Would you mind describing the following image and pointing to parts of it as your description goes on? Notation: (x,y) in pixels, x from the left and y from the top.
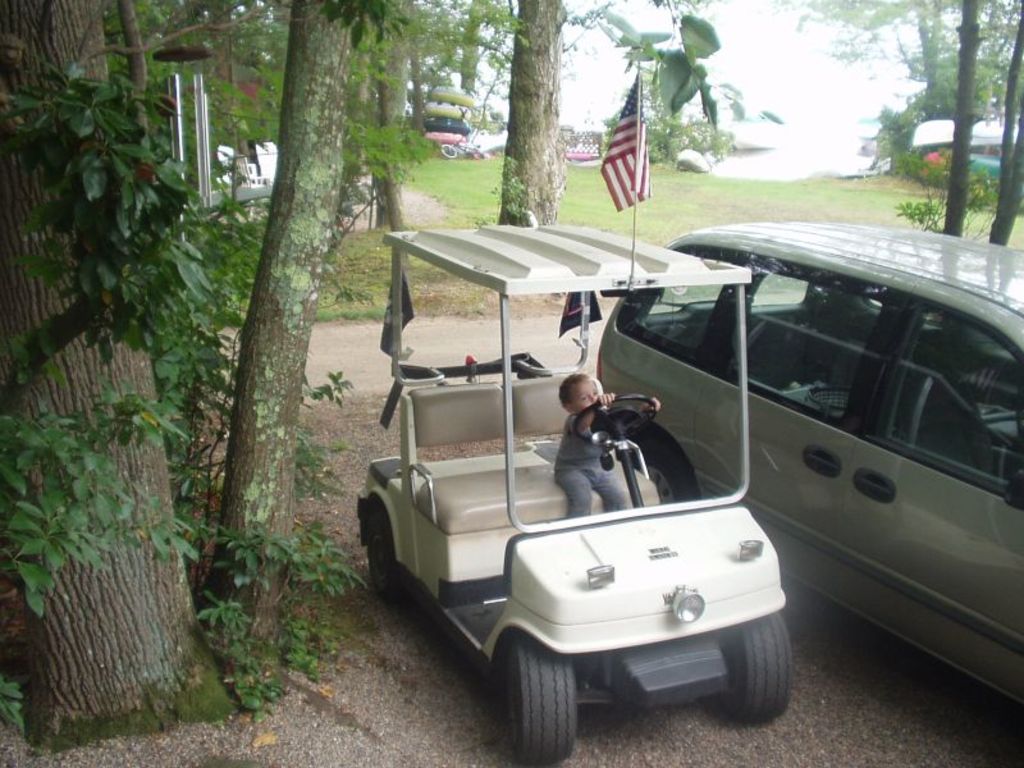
In the picture I can see vehicles (677,416) among them a kid (652,405) is sitting in a vehicle (619,432). I can also see a flag (630,143) on the vehicle (530,392). In the background (438,161) I can see the grass (438,161), trees (531,100) and some other objects (694,154) on the ground (472,320).
